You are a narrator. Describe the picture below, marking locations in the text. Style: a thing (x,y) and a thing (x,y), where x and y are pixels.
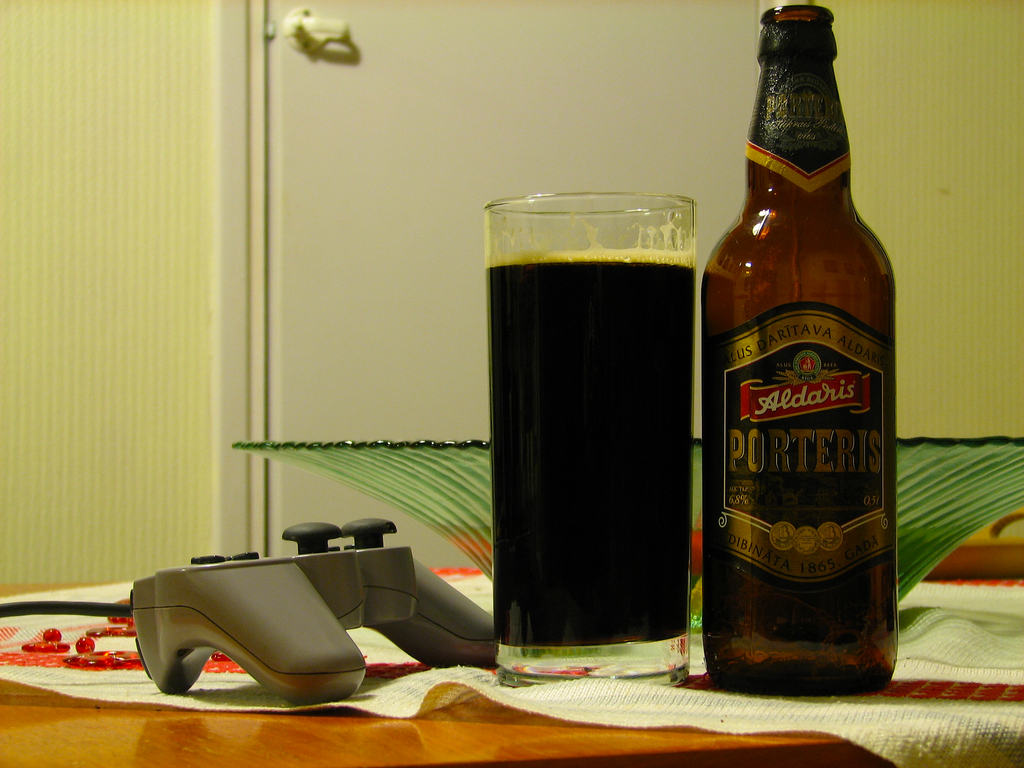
As we can see in the image there is a wall (107,435) and a table (640,763). On table (640,763) there is a bottle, glass (526,394), remote control (439,620) and a white color cloth (716,729).
